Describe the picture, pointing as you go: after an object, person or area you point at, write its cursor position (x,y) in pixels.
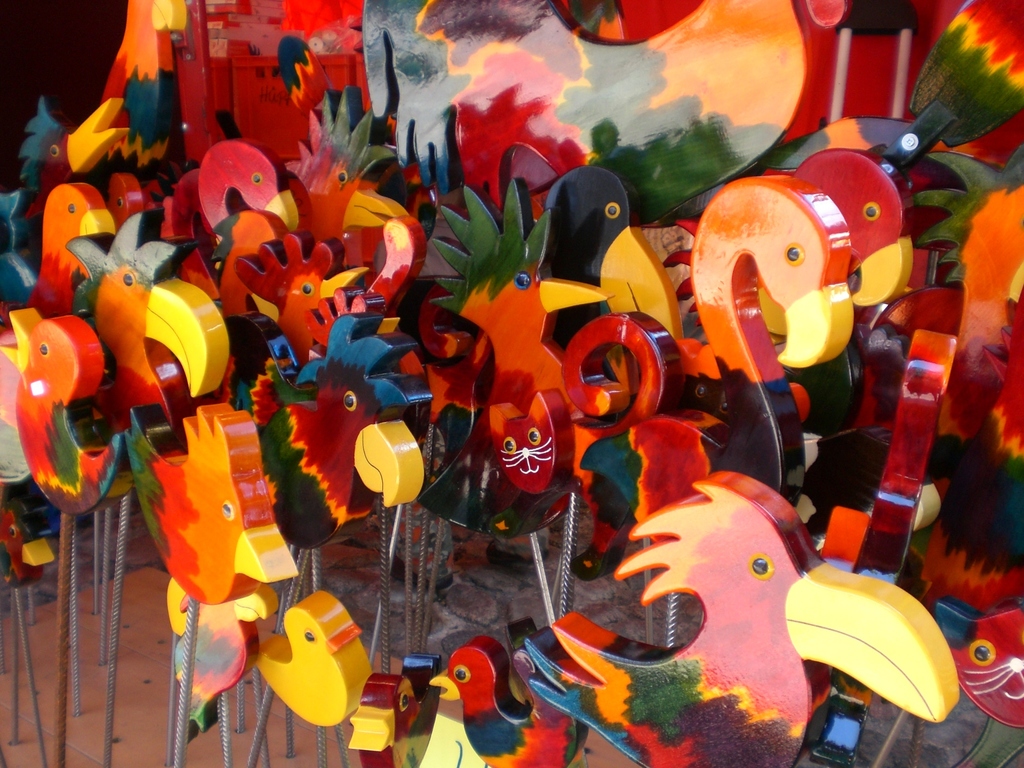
In this image there are toys (778,425) and objects (292,110).
